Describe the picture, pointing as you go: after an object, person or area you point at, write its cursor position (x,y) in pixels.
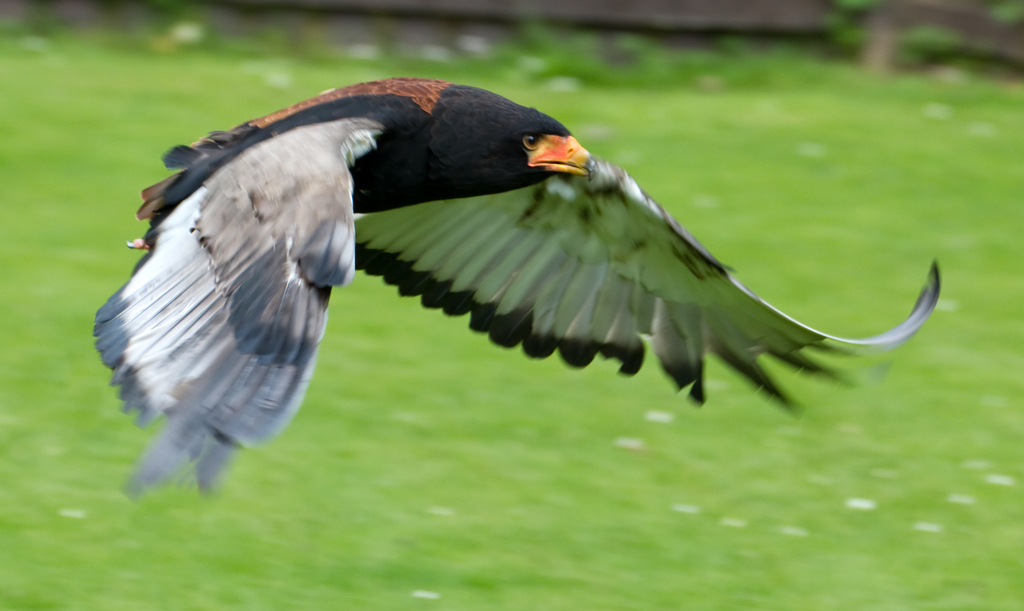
In the image there is a bird (329,186) flying on the grass surface (63,145). The background of the bird (275,168) is blur.
